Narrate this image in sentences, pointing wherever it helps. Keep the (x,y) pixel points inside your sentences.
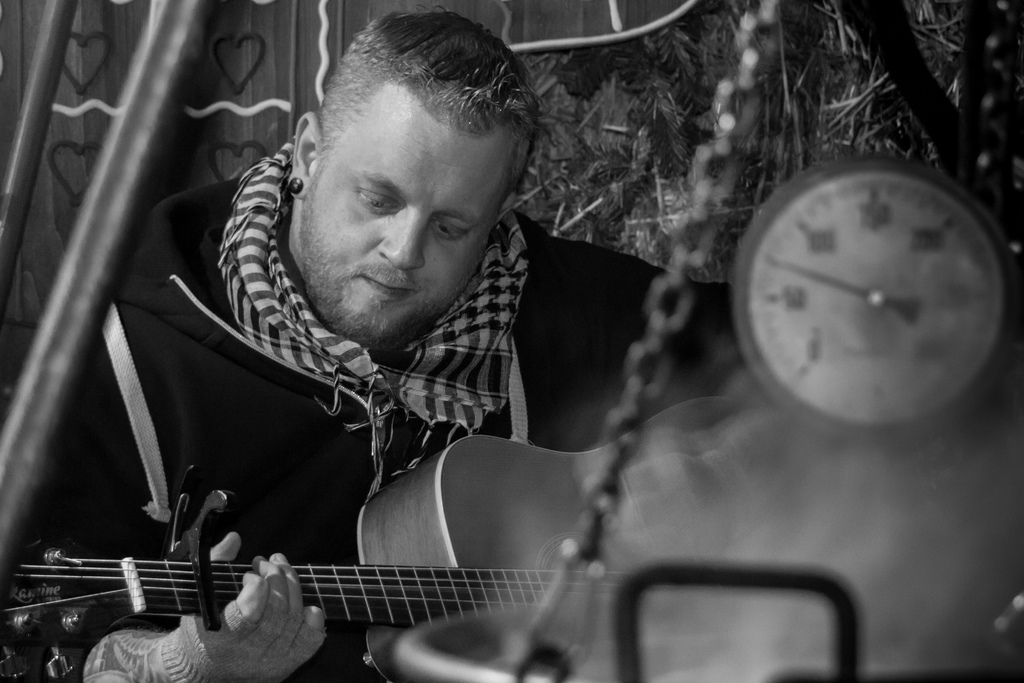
In this image there is a musician (405,311) holding a musical instrument (421,557) and playing it. At the right side (882,303) there is a gauge (880,288). In the background (259,69) there is a door (242,85) and plants (659,103).
